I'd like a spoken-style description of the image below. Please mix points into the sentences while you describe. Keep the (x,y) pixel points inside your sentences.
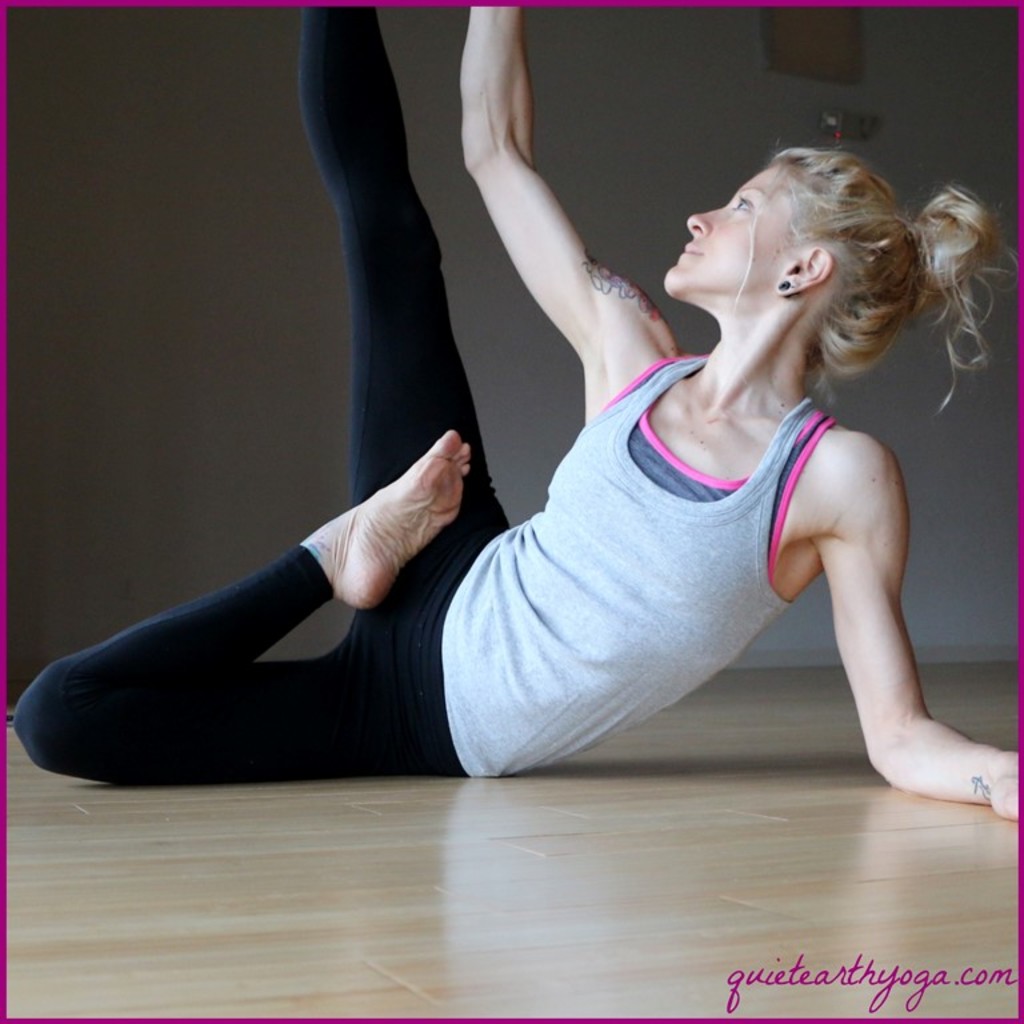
In this image, we can see a woman (310,759) on the floor (310,903), it looks like she is doing exercise, in the background (324,265) we can see the wall (193,325).
